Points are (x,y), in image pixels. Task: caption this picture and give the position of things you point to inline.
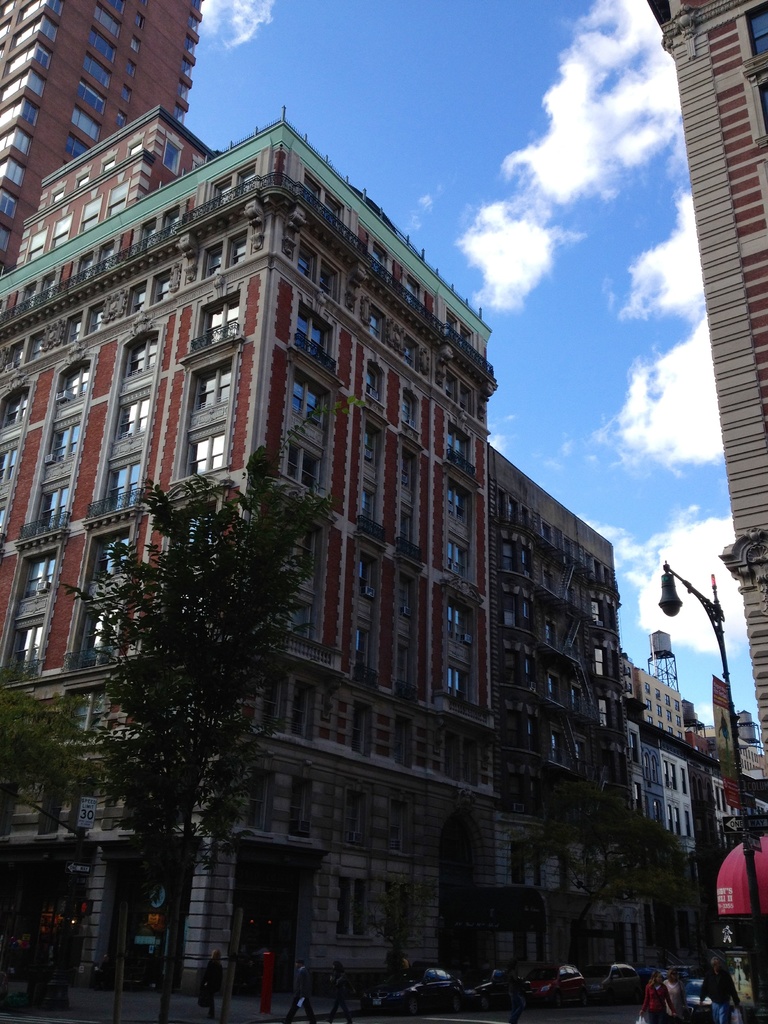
In the image there are buildings (390,571), trees (191,696), vehicles (500,980) and a street light (669,596).
